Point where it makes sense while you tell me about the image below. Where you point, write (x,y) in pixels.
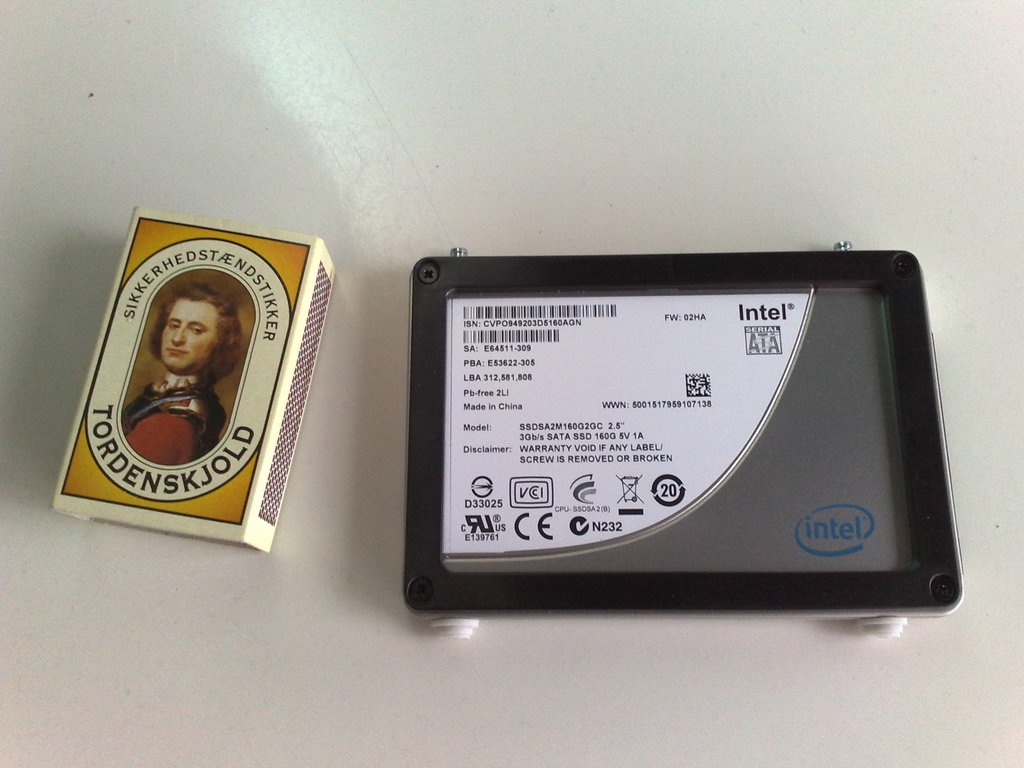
In this image there is one match box (199,376) and one SSD (599,506), and there is a white background (352,239).
